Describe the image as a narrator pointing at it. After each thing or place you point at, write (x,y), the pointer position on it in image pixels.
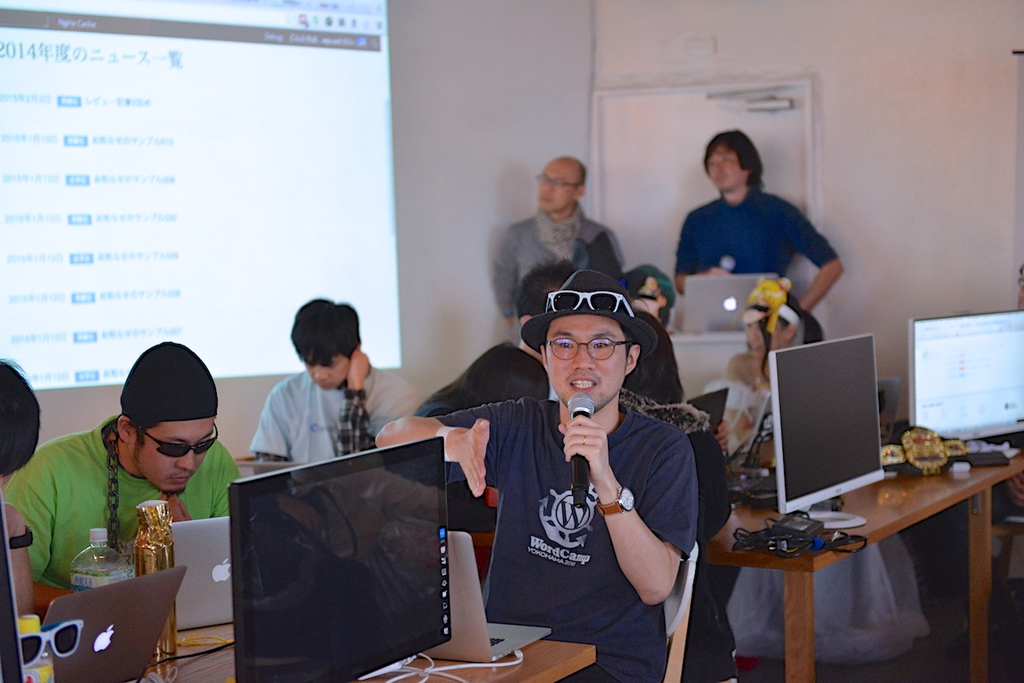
In this picture we can see there are some people (769,220) standing and some people (578,302) are sitting on chairs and in front of the people (477,374) there are monitors (421,544), laptops (121,638), bottles (121,558), cables (446,675) and other things (896,457). Behind the people (230,472) there is a screen (236,191) and a wall (914,90).
